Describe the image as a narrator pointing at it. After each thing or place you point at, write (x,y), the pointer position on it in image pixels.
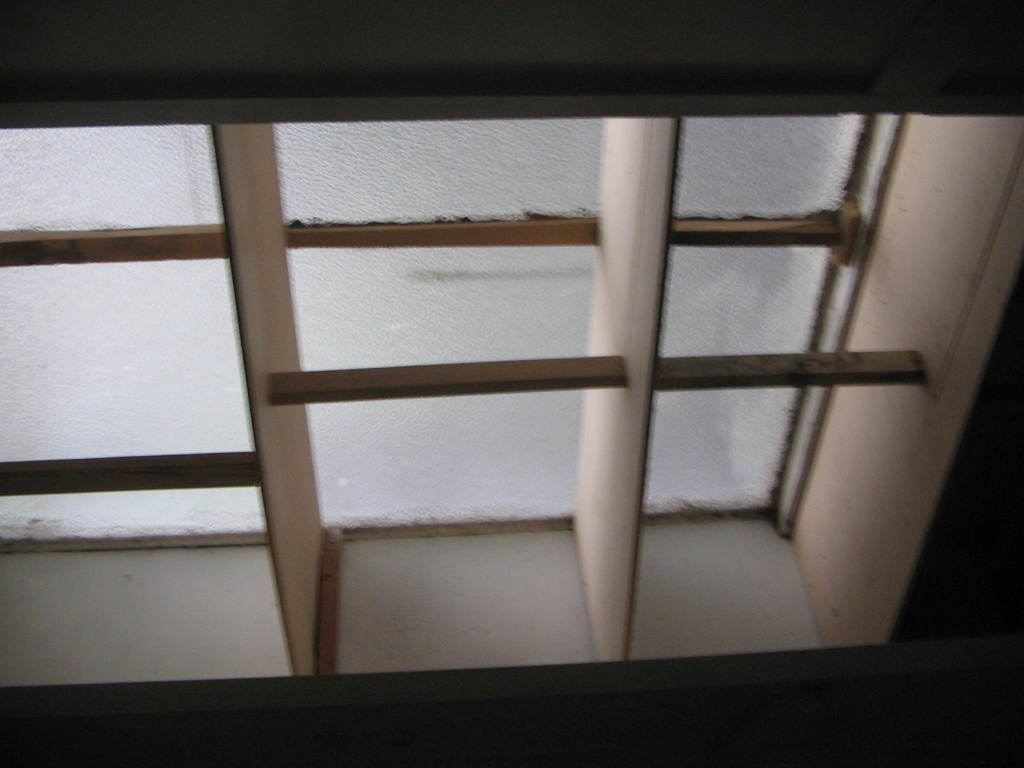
In this image, I can see a glass window (466,427) with wooden grilles (617,432).
